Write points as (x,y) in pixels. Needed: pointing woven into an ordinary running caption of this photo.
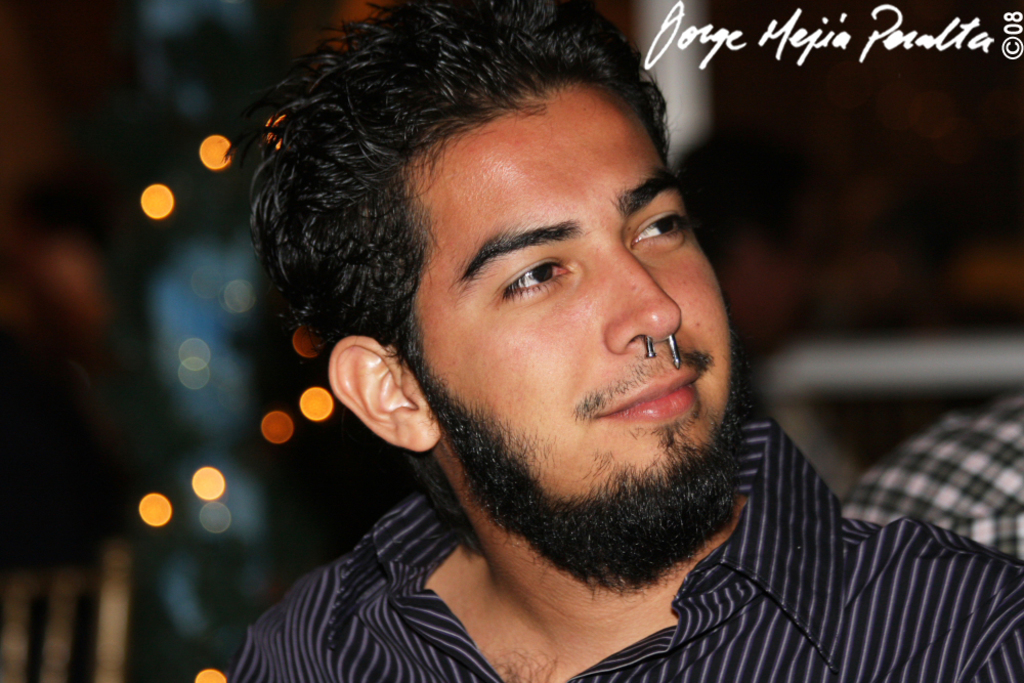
In this picture we can see a person (348,603) smiling. There are lights (195,351) and a few things (72,408) visible in the background (113,418). Background (70,44) is blurry. We can see a watermark (791,33), some text (797,38) and numbers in the top right (987,33).
